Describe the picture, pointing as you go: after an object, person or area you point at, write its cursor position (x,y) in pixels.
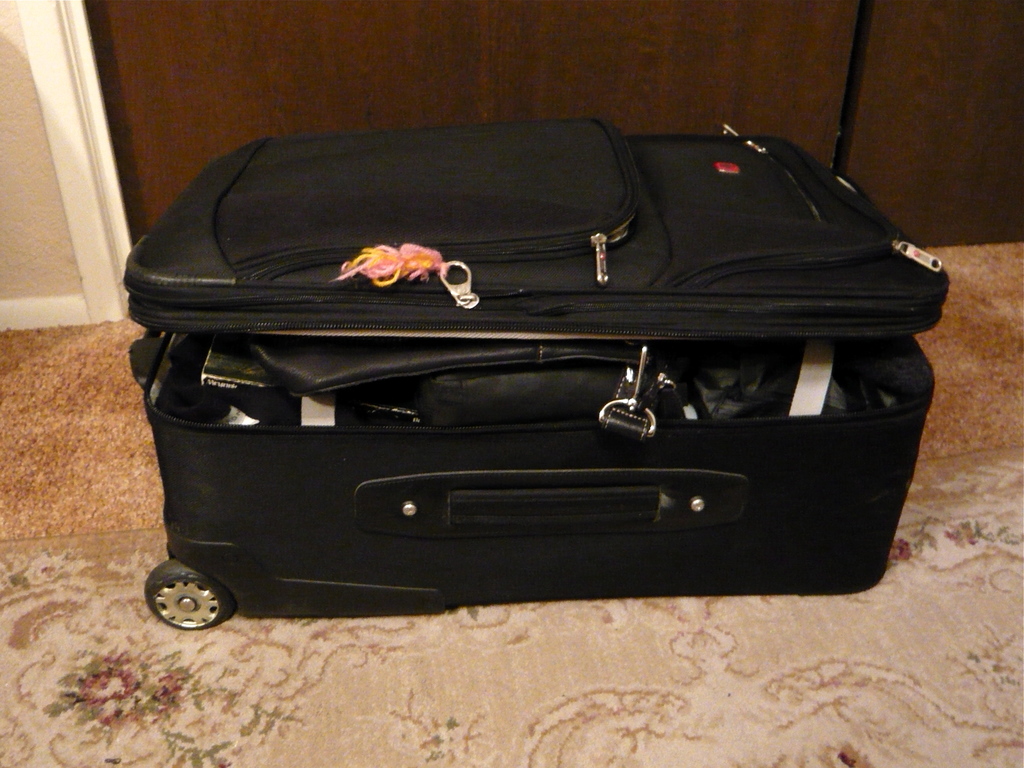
In the picture we can find a suitcase (383,395) it has a wheel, handle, lock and some files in it. And it is placed on the carpet floor (73,626). In the background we can find a wooden wall (123,117).
